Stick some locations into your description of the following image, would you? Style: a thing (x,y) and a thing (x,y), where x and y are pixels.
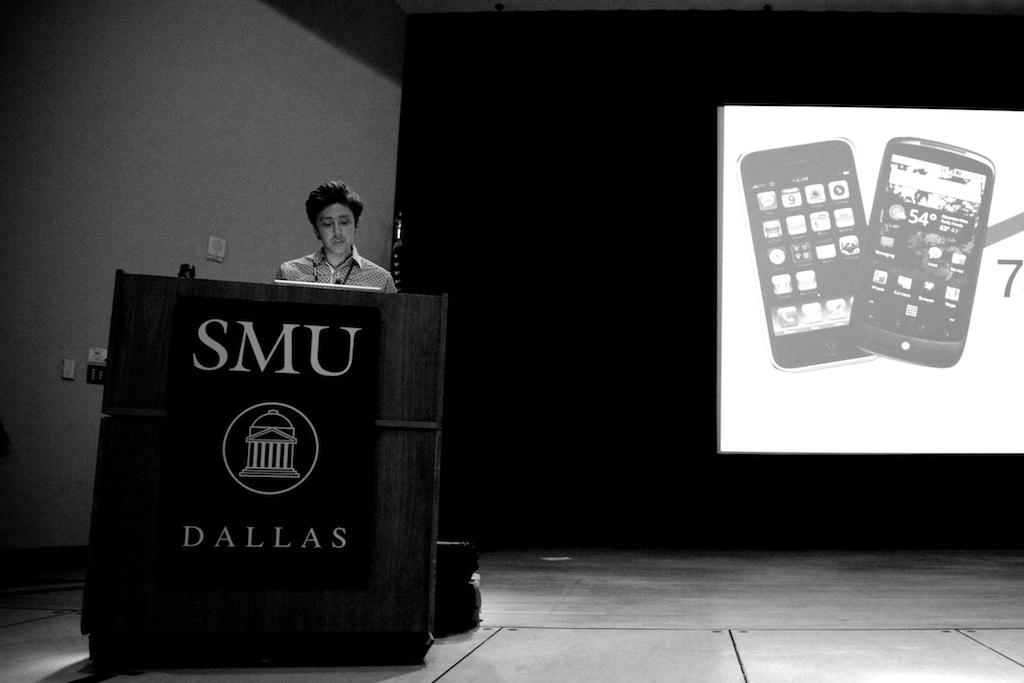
This is a black and white where I can see a person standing behind the table (255,459), behind him there is a screen (984,321) on the wall (53,484) in which I can see two mobile (782,319) in it.
